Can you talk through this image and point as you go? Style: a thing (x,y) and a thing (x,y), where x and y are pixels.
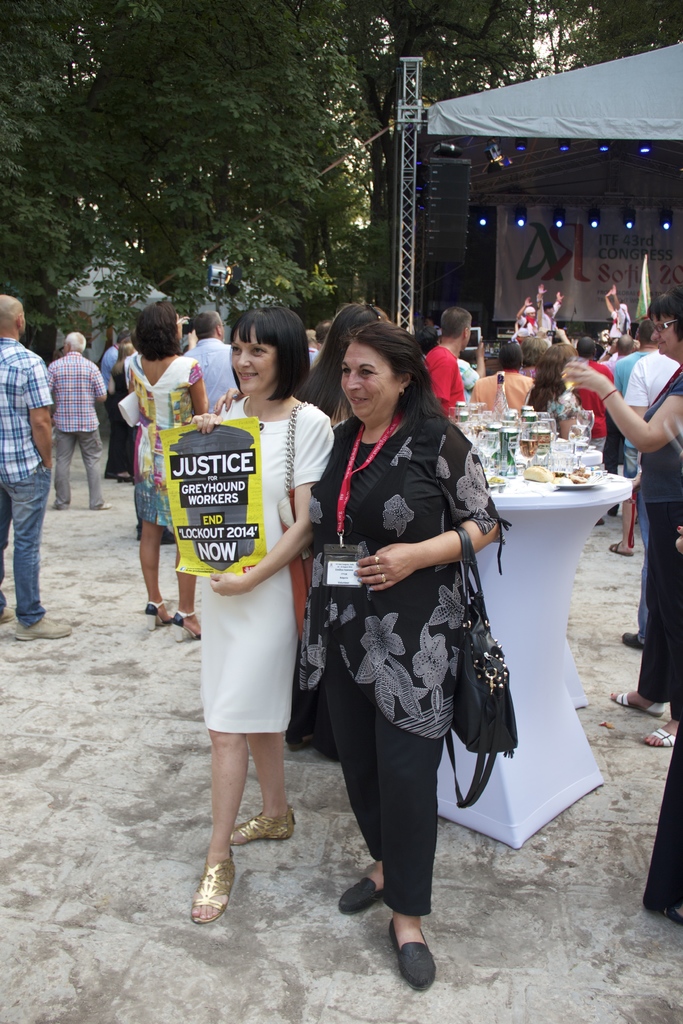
In this image I can see a few people (317,372) standing. In front (251,369) I can see woman (247,410) is holding paper (219,538) and something is written on it. Back I can see tins (511,454), glasses (528,450) and some objects (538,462) on the table (558,507). I can see lights (523,223), stage (577,217) and trees (270,125).
